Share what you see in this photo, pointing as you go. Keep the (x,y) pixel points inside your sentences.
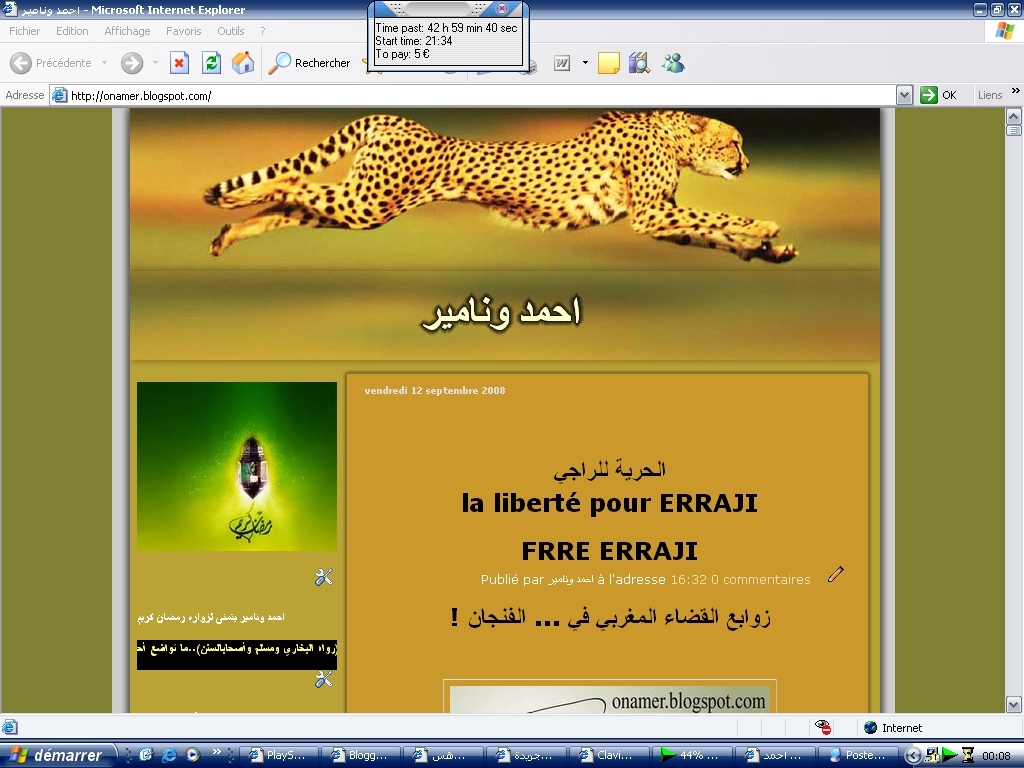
This image consists of a screenshot of a computer. In which we can see a cheetah (720,215) and the text (566,507).
